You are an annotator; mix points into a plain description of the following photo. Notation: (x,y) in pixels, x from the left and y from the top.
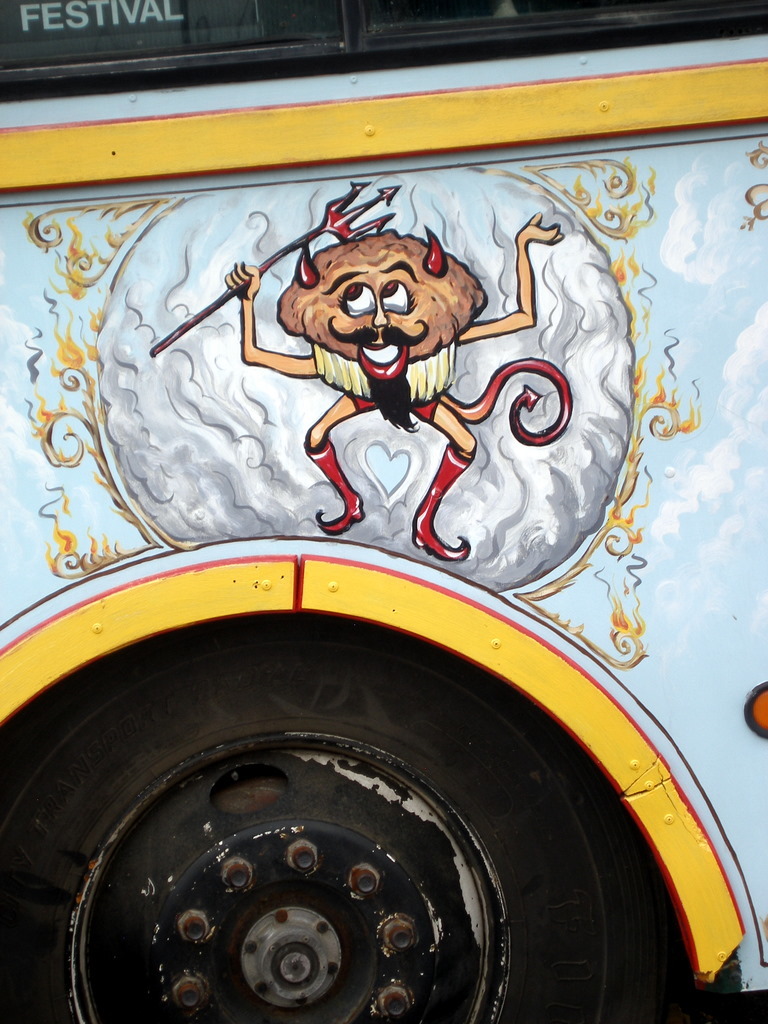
In this image I can see the vehicle (520,534). On the vehicle (496,426) I can see the painting (345,272) of the person (457,553) and I can also see the wheel (172,780) in black color.
